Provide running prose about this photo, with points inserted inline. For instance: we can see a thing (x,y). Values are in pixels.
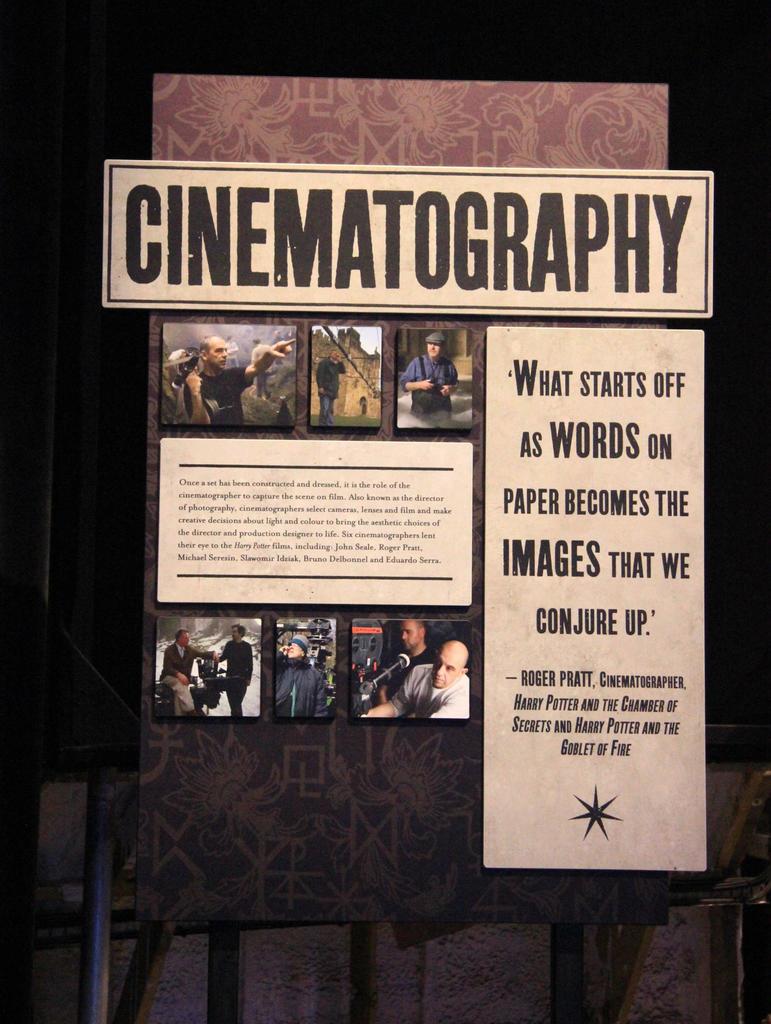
In the center of the image (331,542) there is a board (369,680) and at the bottom (217,948) we can see a fence (85,972).
